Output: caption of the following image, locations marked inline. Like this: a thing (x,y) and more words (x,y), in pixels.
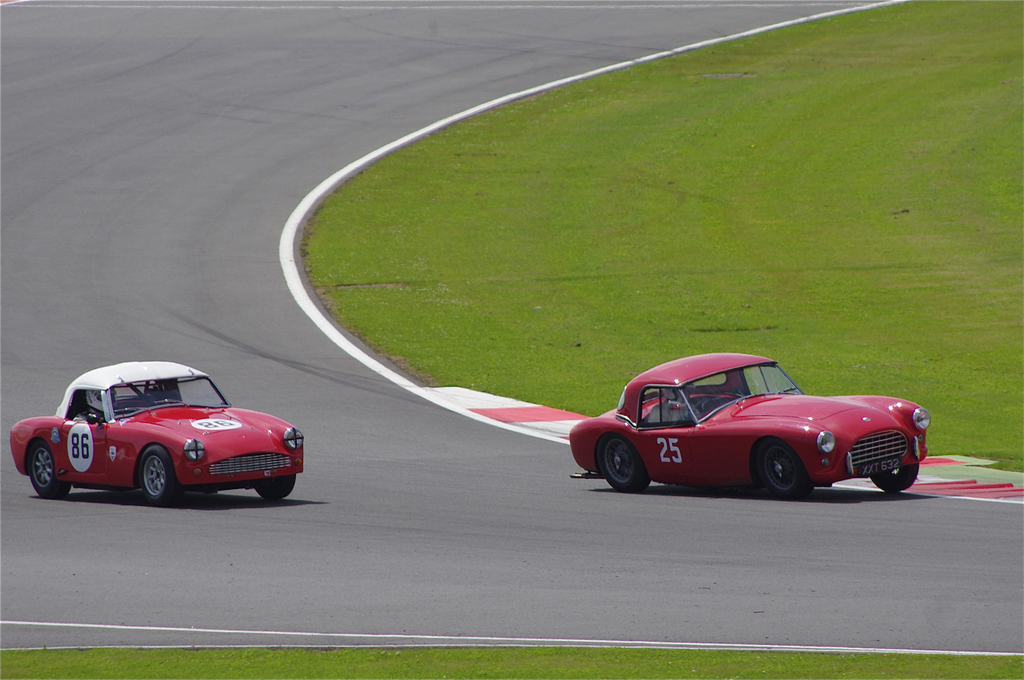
In this picture there are two red color cars (53,461), racing on the runway track (376,561). On the right side (754,186) we can see a grass lawn (726,255).
